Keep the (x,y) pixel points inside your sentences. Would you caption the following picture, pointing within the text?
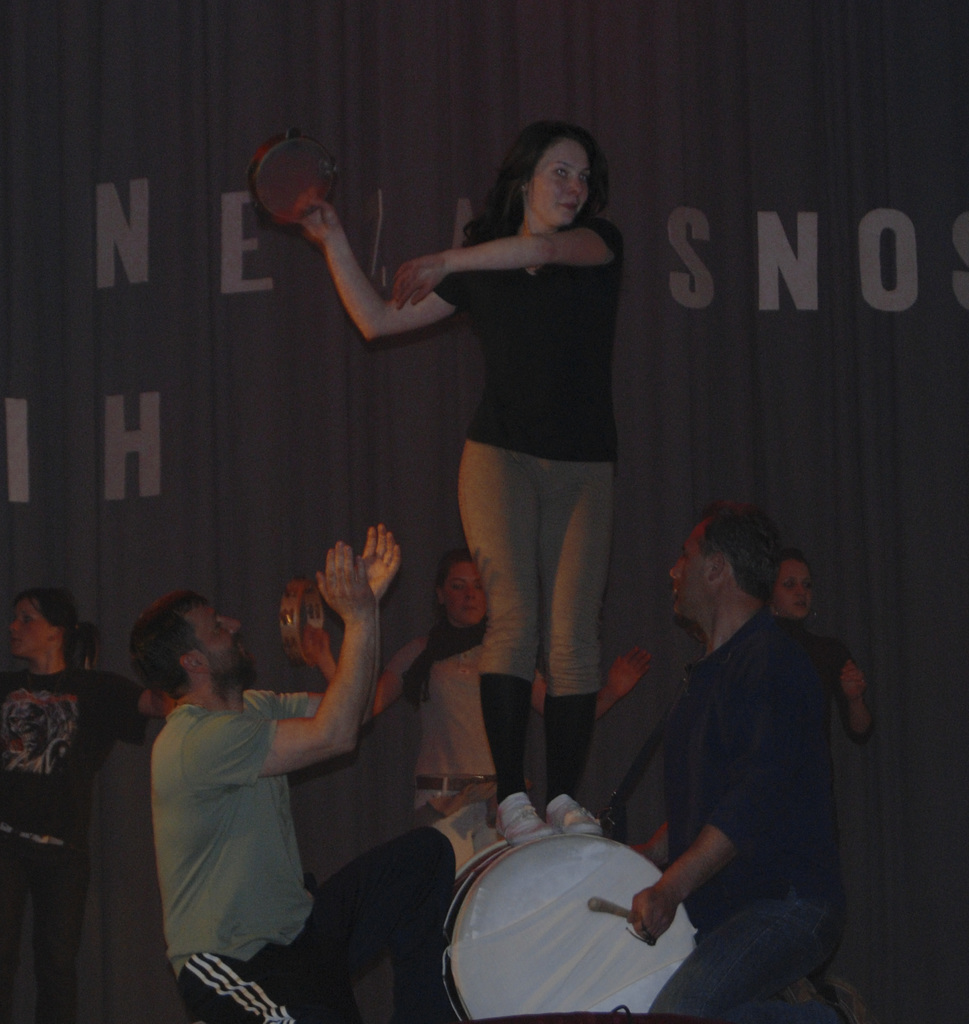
Three persons (66,613) are standing and these two persons (653,849) are sitting, this person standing on the drum (568,904) and these two persons (584,165) are holding musical instruments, this person (645,923) holding drum stick (616,912) and playing. On the background (619,133) we can see curtains (479,75).
